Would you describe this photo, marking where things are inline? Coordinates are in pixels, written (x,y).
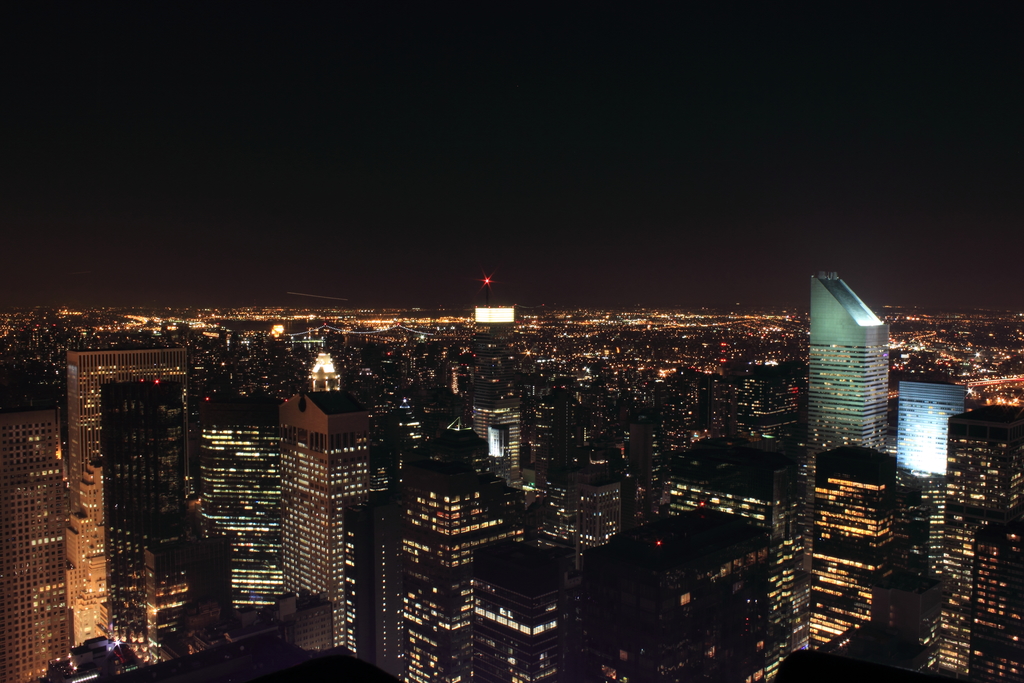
As we can see in the image there are buildings (551,463), lights (257,514) and sky (537,127).
